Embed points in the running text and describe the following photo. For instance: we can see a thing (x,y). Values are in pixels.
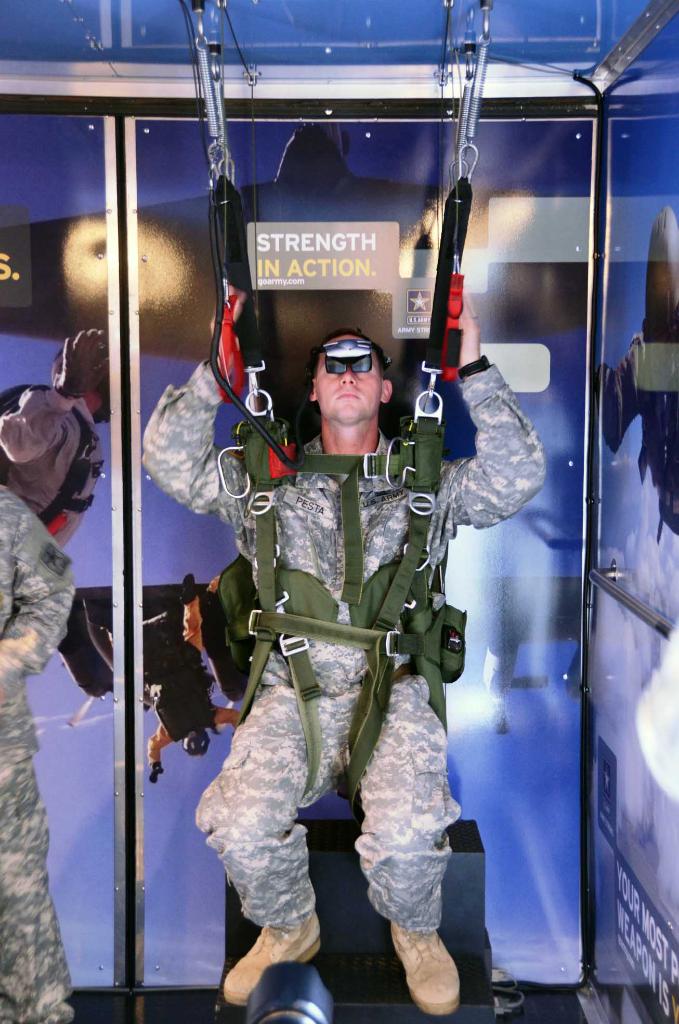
In this image in the middle (302,461) a person (359,389) is hanging on harness (399,572). Here there is a person (23,685). In the background (165,322) there is wallpaper (578,699).
